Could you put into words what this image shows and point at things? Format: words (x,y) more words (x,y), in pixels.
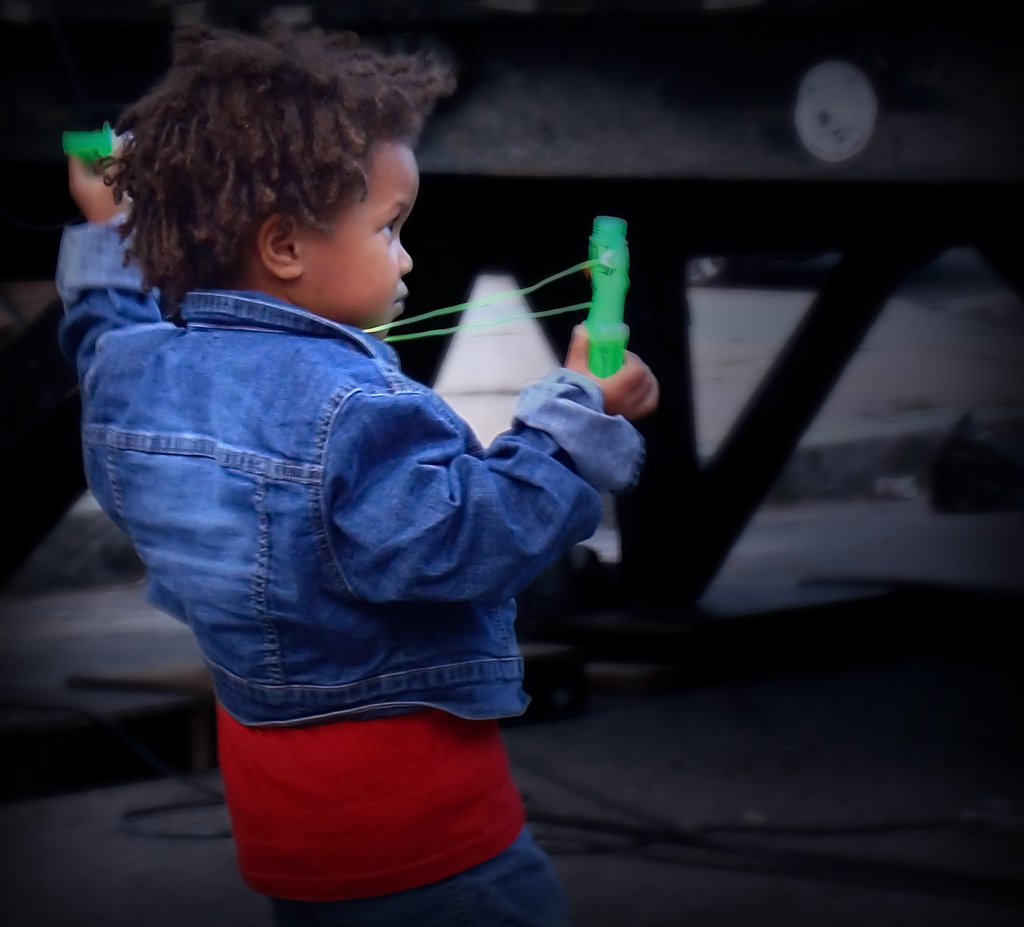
In the picture I can see a child (354,537) is standing and holding an object (598,356) in the hand (583,350). The child (389,515) is wearing a jeans jacket (313,568) and some other clothes (378,753). In the background (519,350) I can see some objects (738,457).
